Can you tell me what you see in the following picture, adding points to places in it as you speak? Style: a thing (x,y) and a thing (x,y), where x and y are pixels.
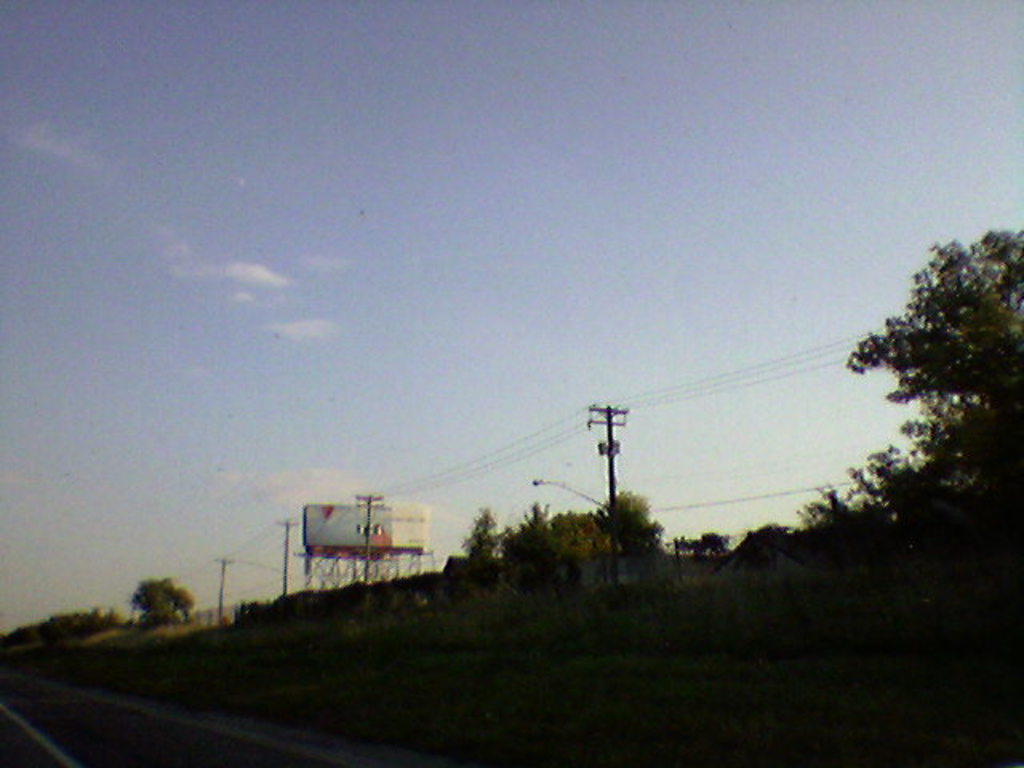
In the picture I can see few plants (556,584) and trees (567,536) and there are few poles (368,509), wires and some other objects (344,520) in the background (328,544).
